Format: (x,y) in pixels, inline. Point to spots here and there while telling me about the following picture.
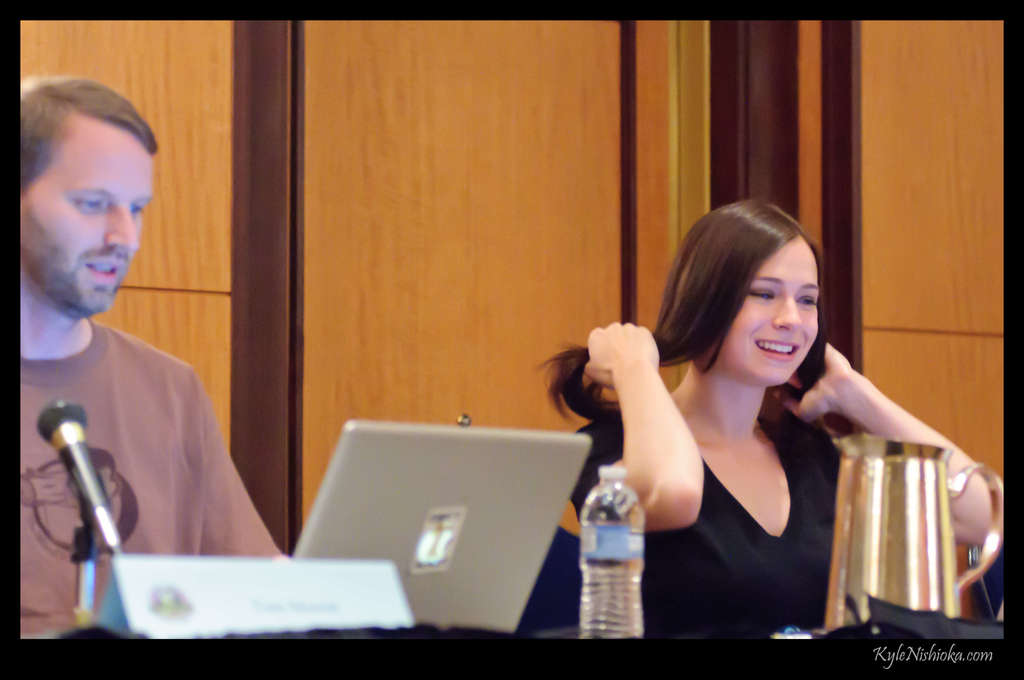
In this image I can see a person (116,444) wearing brown colored t shirt (143,448) and a woman (707,527) wearing black color dress (723,530) are sitting. I can see a jug (894,545), a water bottle (635,543), a laptop (527,528), a microphone (90,469) and a white colored board (270,580). I can see the brown colored surface (396,162) in the background (465,117).
